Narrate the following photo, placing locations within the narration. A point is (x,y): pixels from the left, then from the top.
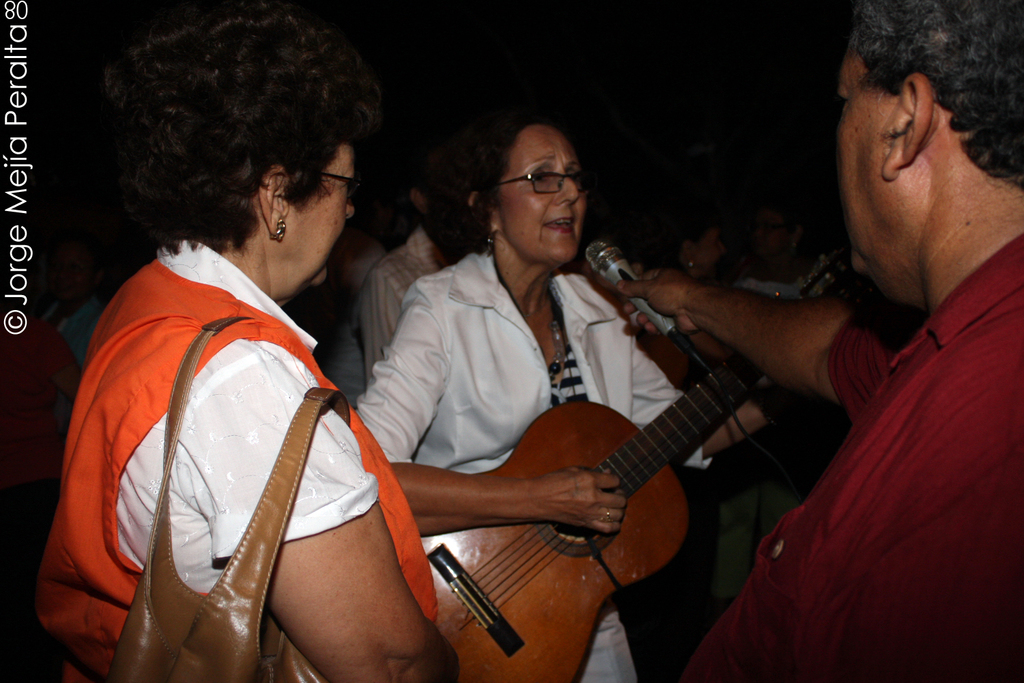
The middle a woman (560,214) is singing a song in the microphone (640,299) and also playing the guitar (613,428) on the left (217,16) another woman (113,579) holding a handbag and Standing and in the right (856,651) a man (1020,547) is holding a microphone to the woman-in-the-middle (658,396).
